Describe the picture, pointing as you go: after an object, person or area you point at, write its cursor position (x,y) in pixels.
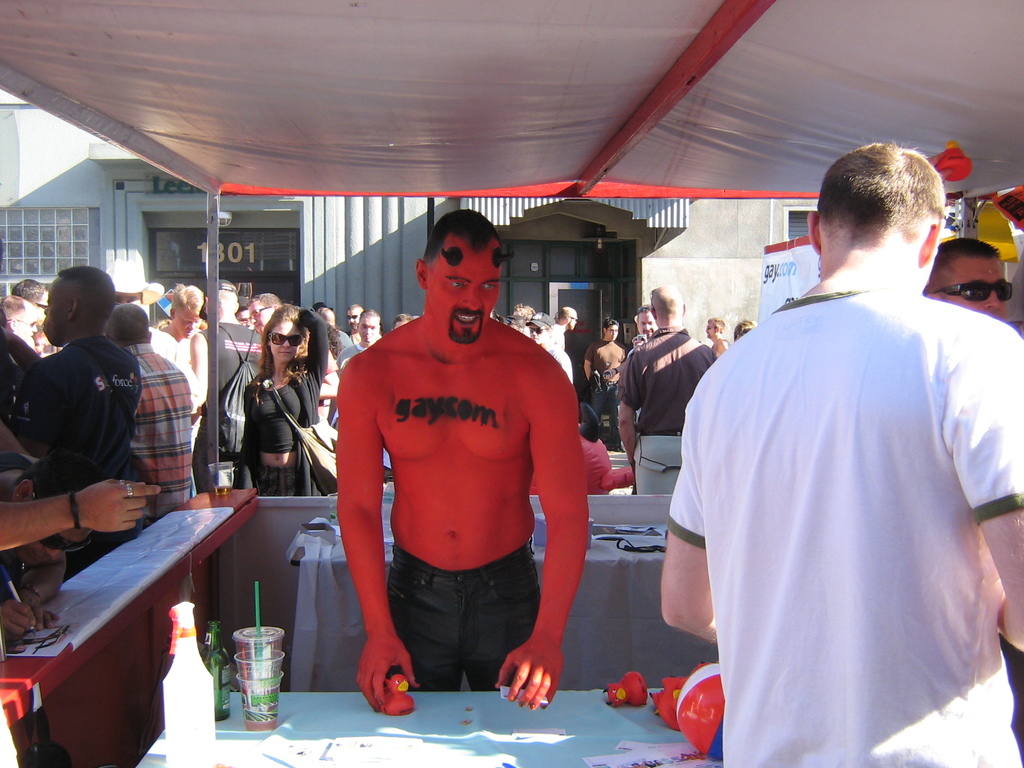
There is a stall (506,149) and inside the stall (595,145) there are three people (928,337) standing and outside the stall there is a crowd (719,342) and behind them there is store (379,233) and there is a lot of sunlight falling on the ground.
